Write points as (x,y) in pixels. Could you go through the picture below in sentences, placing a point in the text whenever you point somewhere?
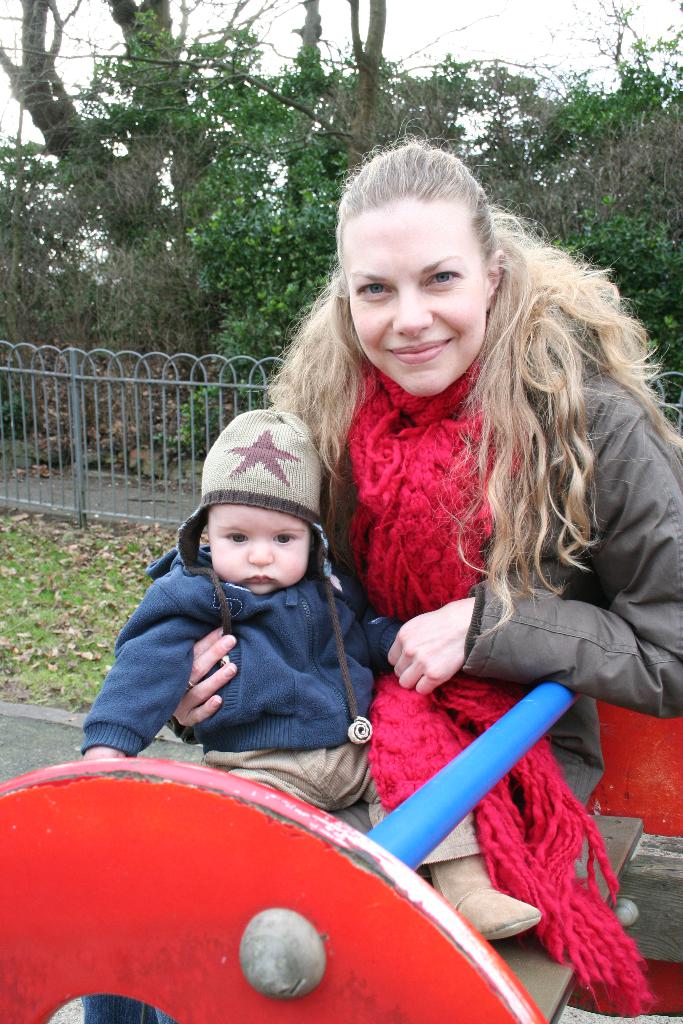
In this image I can see a person (439,529) and the child (226,753) with different color dresses (368,547). These people (403,561) are sitting on the red, blue and brown color object (366,959). In the background (133,517) I can see the railing (145,511), trees (518,132) and the sky (525,50).
